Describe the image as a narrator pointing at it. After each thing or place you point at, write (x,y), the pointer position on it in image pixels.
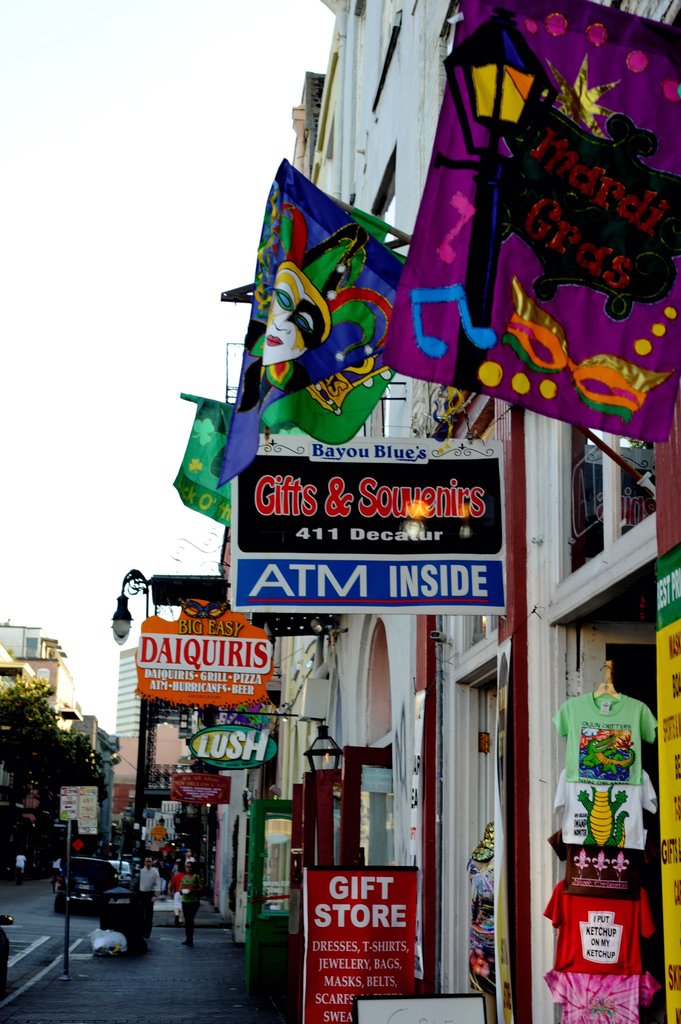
This picture is taken on the wide road (216,972). In this image, on the right side (593,813), we can see a building (587,583), few shirts (639,788), hoardings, flags (631,417), glass window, lights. In the middle of the image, we can see a group of people (182,878) are walking on the road (213,961). On the left side (89,872), we can see few cars (98,869), trees (102,780). At the top (94,312), we can see a sky (119,330).
